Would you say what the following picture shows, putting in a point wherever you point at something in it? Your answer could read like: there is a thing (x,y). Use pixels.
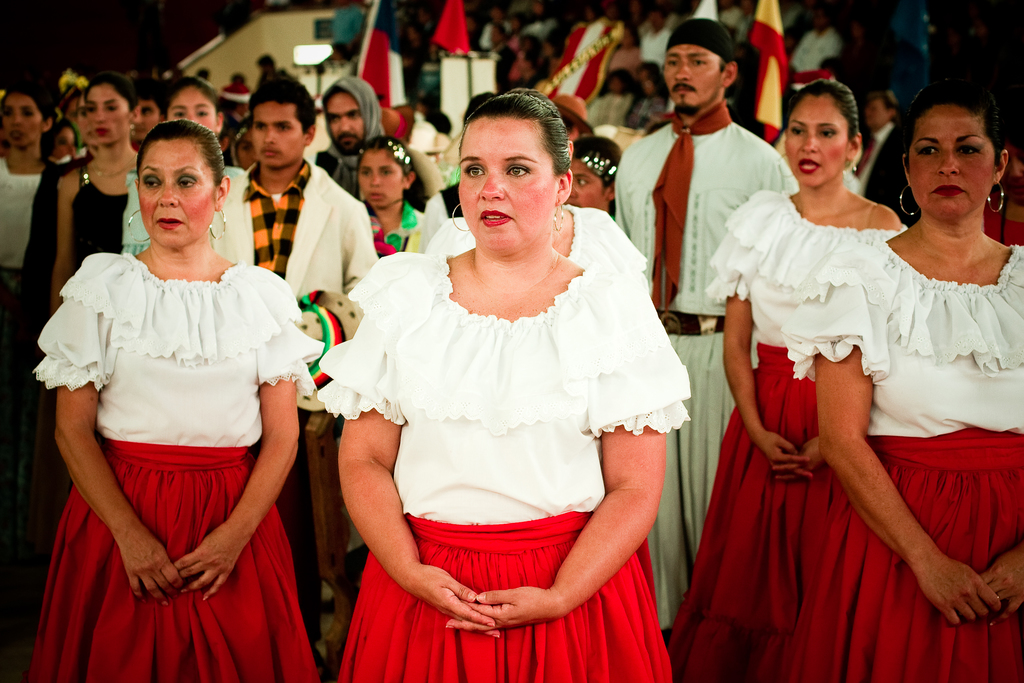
In this image, we can see a group of people (461,221). In the background (299,84), we can see a group of people (287,85), building (187,60) and flags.
